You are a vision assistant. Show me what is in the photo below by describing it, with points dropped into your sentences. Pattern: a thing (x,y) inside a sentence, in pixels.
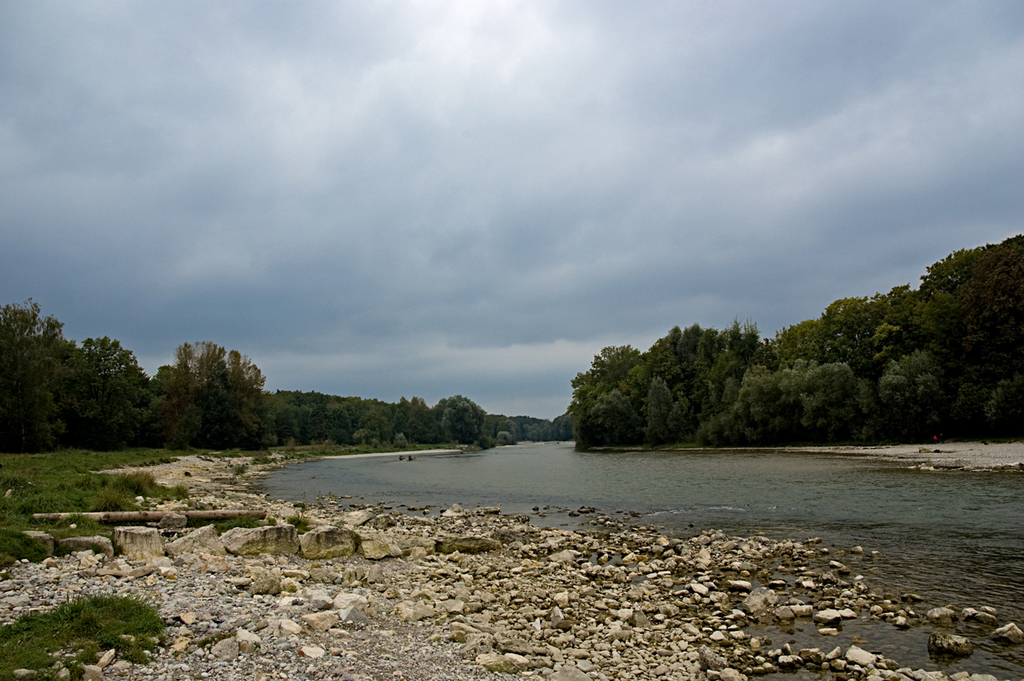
This picture shows few trees (967,367), stones (493,642) and rocks (211,479) and we see water (622,470) and a cloudy sky (416,269) and grass (91,460) on the ground (101,450).
